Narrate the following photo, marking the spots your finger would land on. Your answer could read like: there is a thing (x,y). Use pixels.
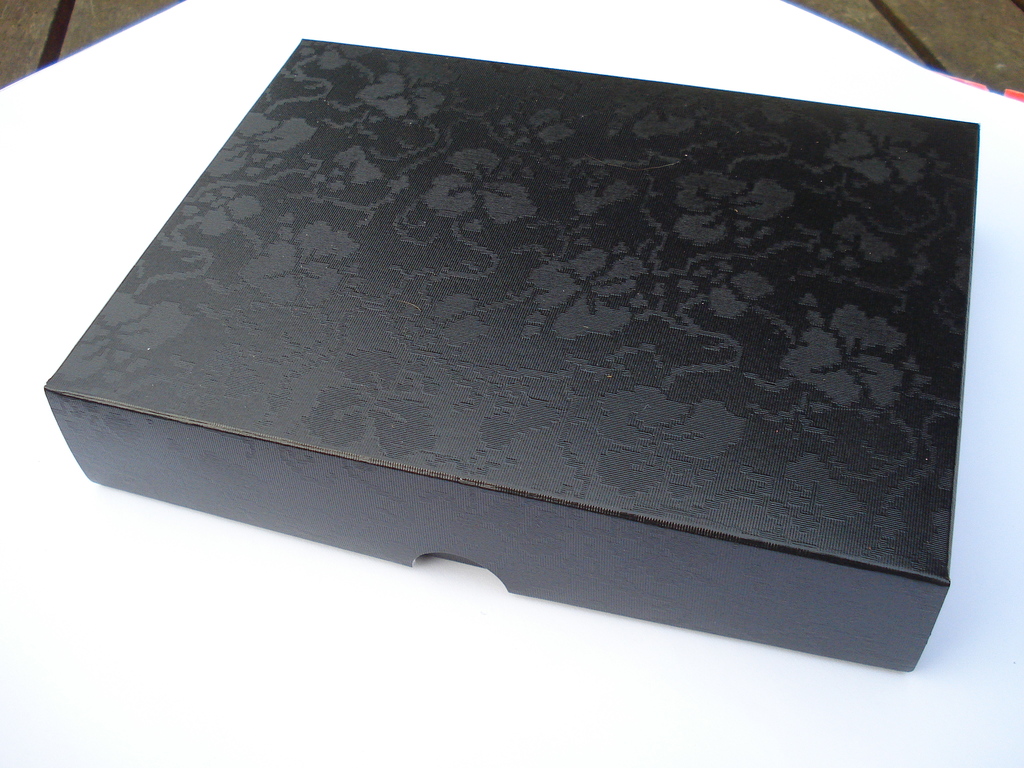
In this image I can see a black colored box (642,306) on the white colored surface (197,738) and in the background (961,13) I can see the wooden surface (63,41).
